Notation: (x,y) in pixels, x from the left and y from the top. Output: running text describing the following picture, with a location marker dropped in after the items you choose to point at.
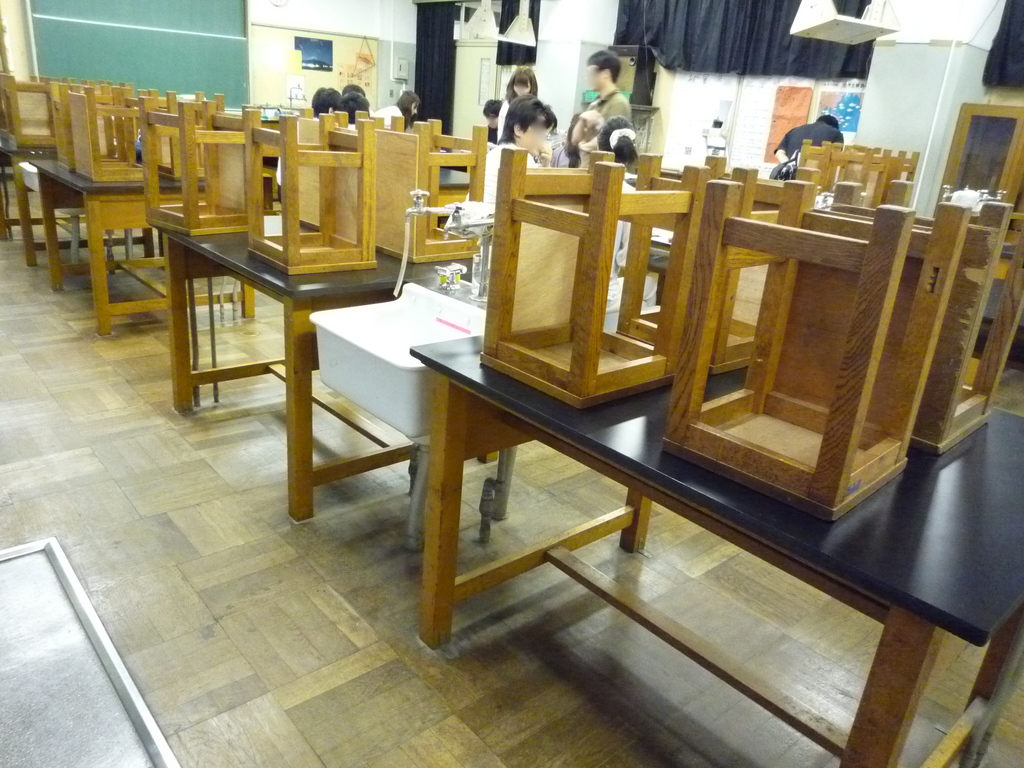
In this image I can see some wooden tables (889,586) and stools (253,162) on them, a board (202,49), a wash basin (357,316) and a tap (453,223), I can see some people (572,159) standing and some are sitting in a room (679,115). At the top of the image (521,10) I can see some metal objects (814,35) hanging.
